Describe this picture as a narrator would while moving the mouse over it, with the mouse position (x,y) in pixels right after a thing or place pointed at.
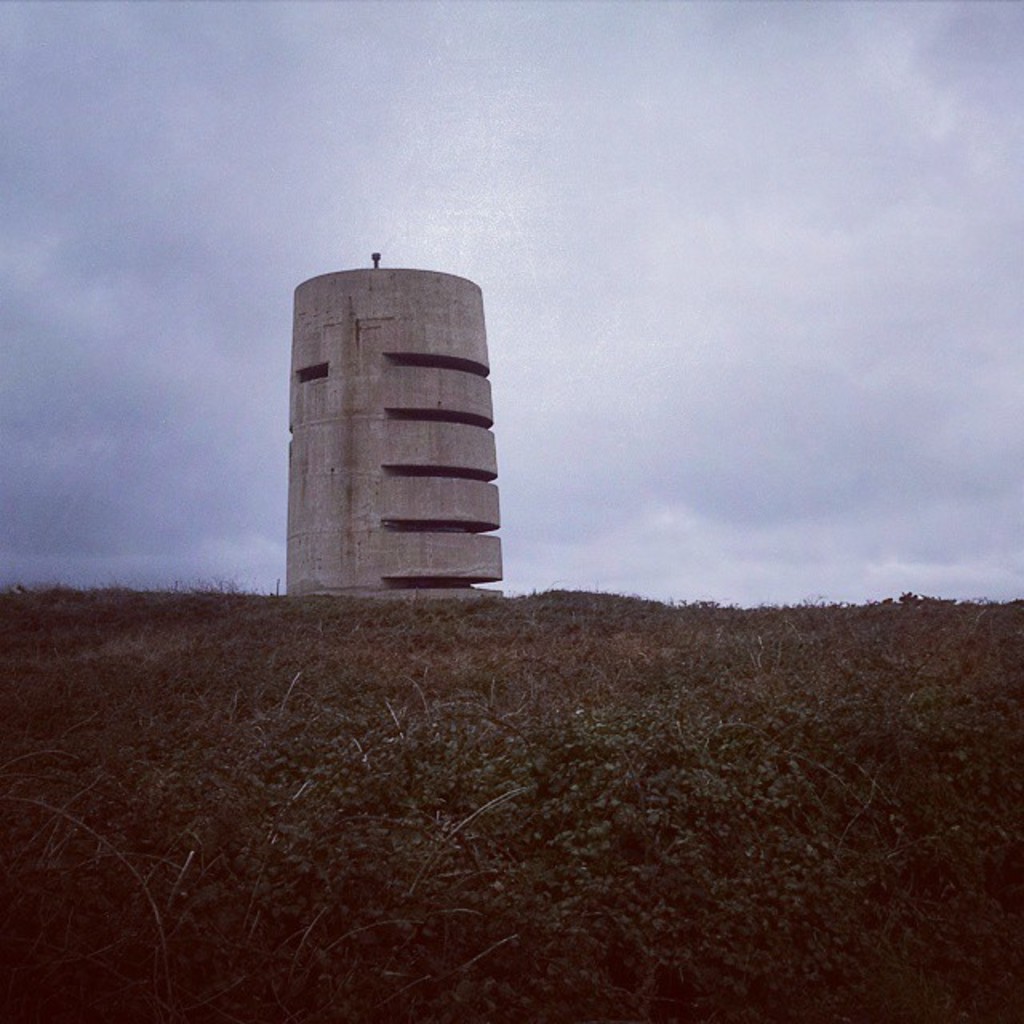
In this picture we can see few plants (400,668) and a tower (444,477) in the middle of the image (662,665), in the background (630,411) we can see clouds (628,411).
